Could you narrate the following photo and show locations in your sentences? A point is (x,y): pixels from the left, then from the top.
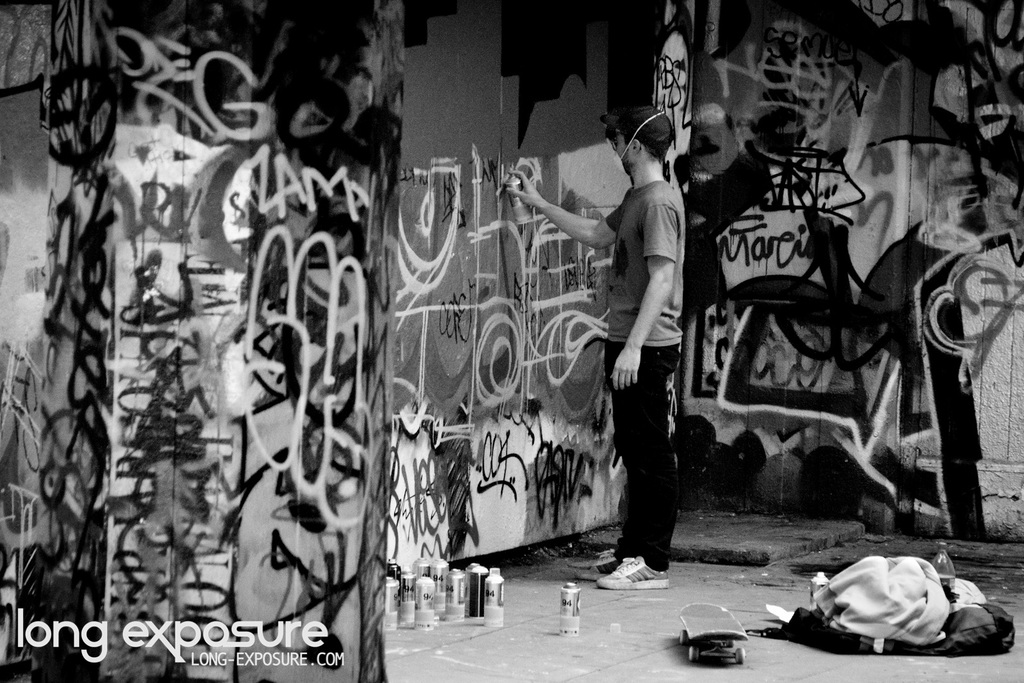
This image is taken indoors. At the bottom of the image (596,658) there is a floor (658,638). In the background (460,279) there are a few walls (853,271) with graffiti (853,254). In the middle of the image (641,399) a man (657,358) is standing on the floor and he is holding a bottle (514,199) in his hand (539,199). There are a few bottles (497,613), a skate board (696,635), a water bottle (940,569) and a few clothes (883,609) on the floor (763,607). At the left bottom of the image (281,632) there is a text (198,638) on this image.
